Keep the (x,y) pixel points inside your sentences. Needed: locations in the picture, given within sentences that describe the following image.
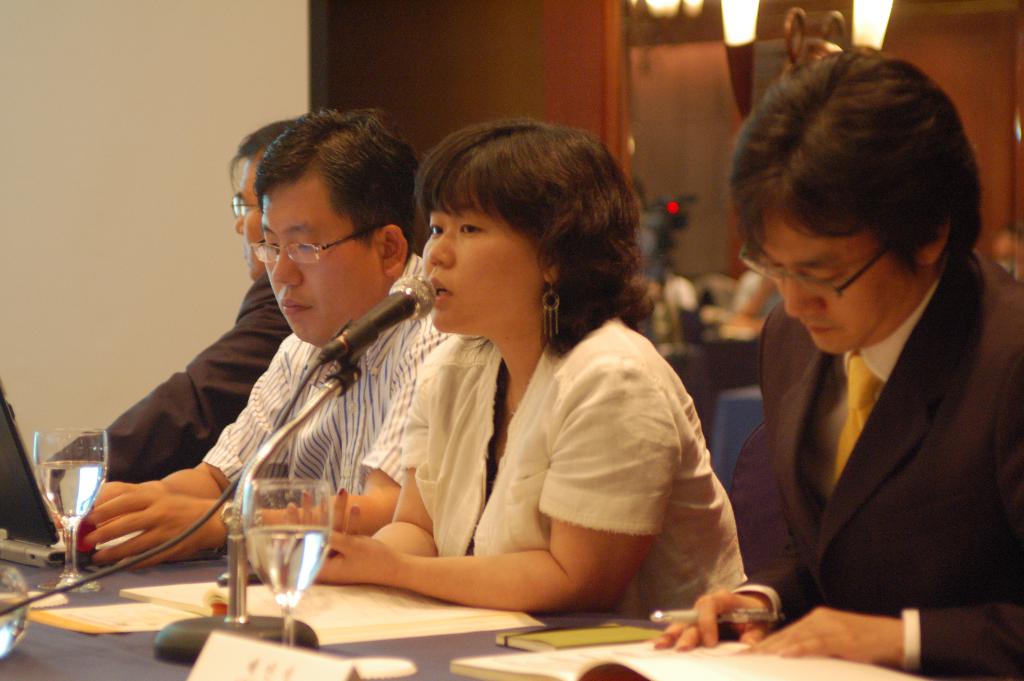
There are people (439,415) sitting and she is talking and this man (747,603) holding a pen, in front of these people (303,402) we can see laptop (46,561), books (617,630), microphone (194,631), glasses (284,545), board (208,680) and papers (73,619). In the background (480,113) we can see wall (465,108) and lights (893,4).
